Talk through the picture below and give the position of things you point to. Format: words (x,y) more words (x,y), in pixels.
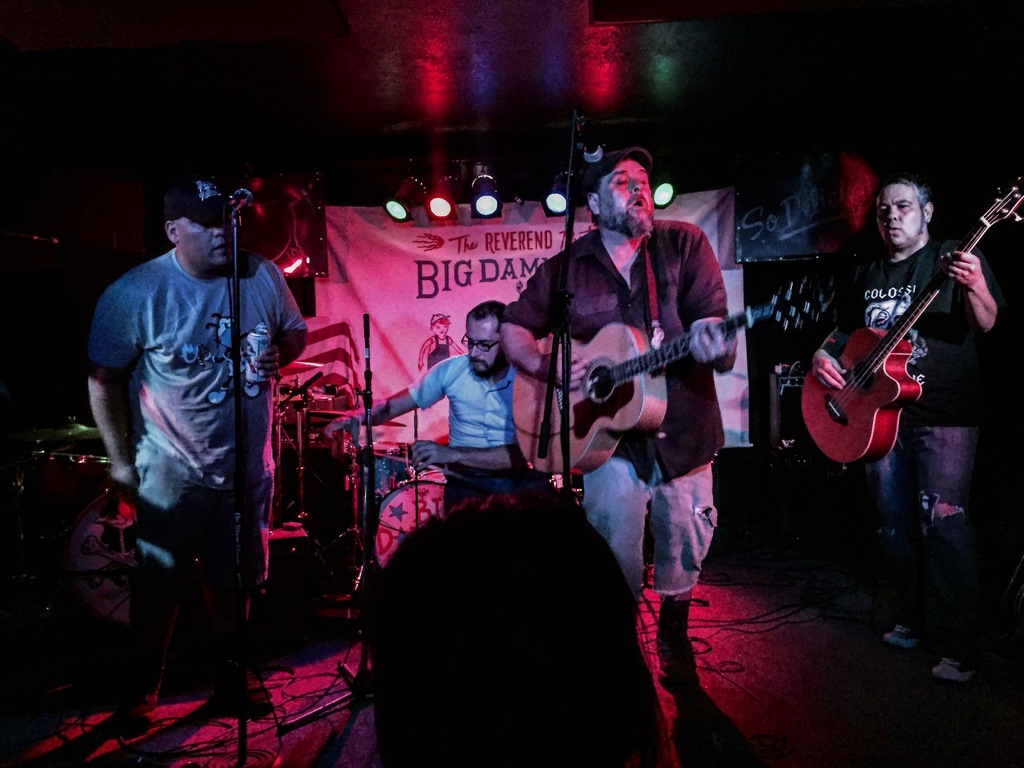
In this image we can see this two persons (907,302) are holding a guitar (931,295) and playing it. This man (431,399) sitting is playing drums (380,464). This person (212,437) standing on left side of image (197,478) is near the mic (237,511). We can see a banner (413,260) and show lights (488,197) in the background (422,240).
